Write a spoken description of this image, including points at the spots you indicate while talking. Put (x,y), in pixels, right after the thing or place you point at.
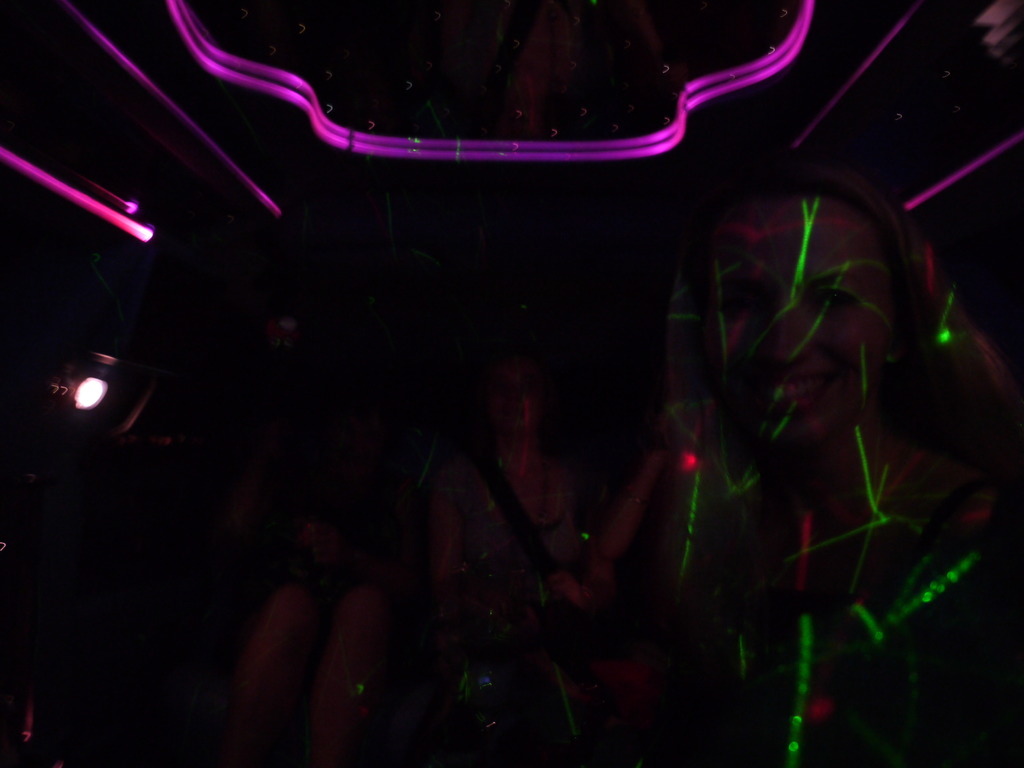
This is an image clicked in the dark. Here I can see few people (869,465) in the dark. At the top (381,143) there are some light (231,76).
